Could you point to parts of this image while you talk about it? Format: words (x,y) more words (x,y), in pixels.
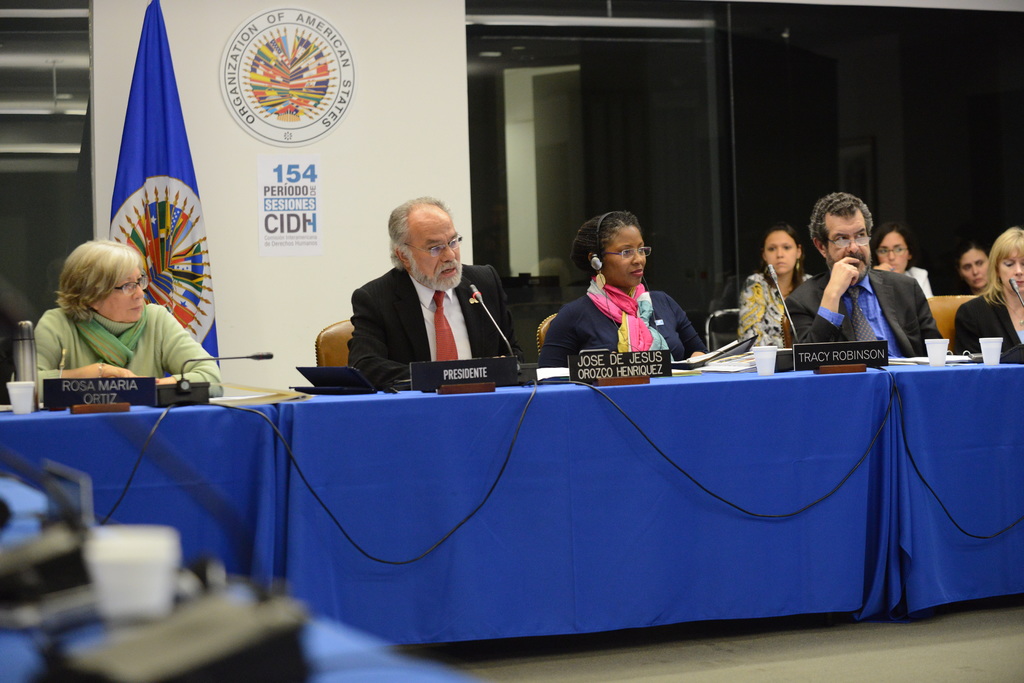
In this image there are some persons (554,333) sitting on chairs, and there is one table (677,415). On the table (258,416) there are some name boards (636,360), mics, papers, glasses (935,353), and in the background (417,136) there is a wall (288,113), flag (172,99) and some logos (315,81), posters (281,189) and door (505,192). On the left side (105,599) there are some objects (80,557), at the bottom (707,643) there is floor (801,618).
